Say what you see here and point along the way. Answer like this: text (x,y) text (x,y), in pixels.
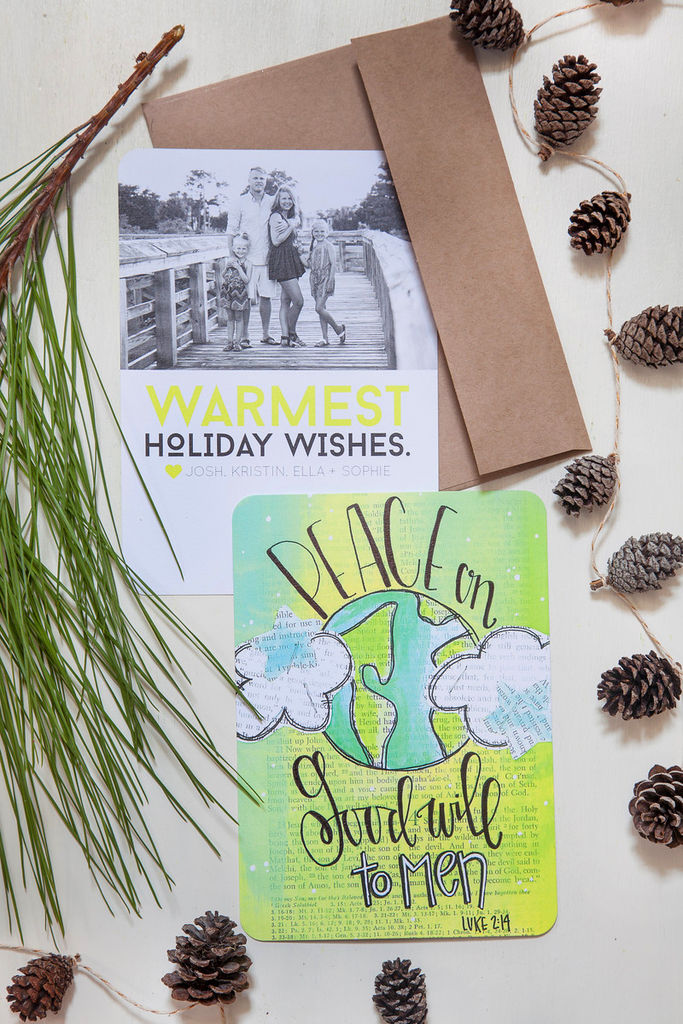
In this image, we can see a surface (619,59), on the surface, we can see some cards (361,527) are placed on it, on that cards (355,382), we can see some pictures (323,325) and text (384,467) written on it. On the right side (556,101), we can also see some pine cones (597,67) are attached. On the left side (84,362), we can see some leaves (31,621).
